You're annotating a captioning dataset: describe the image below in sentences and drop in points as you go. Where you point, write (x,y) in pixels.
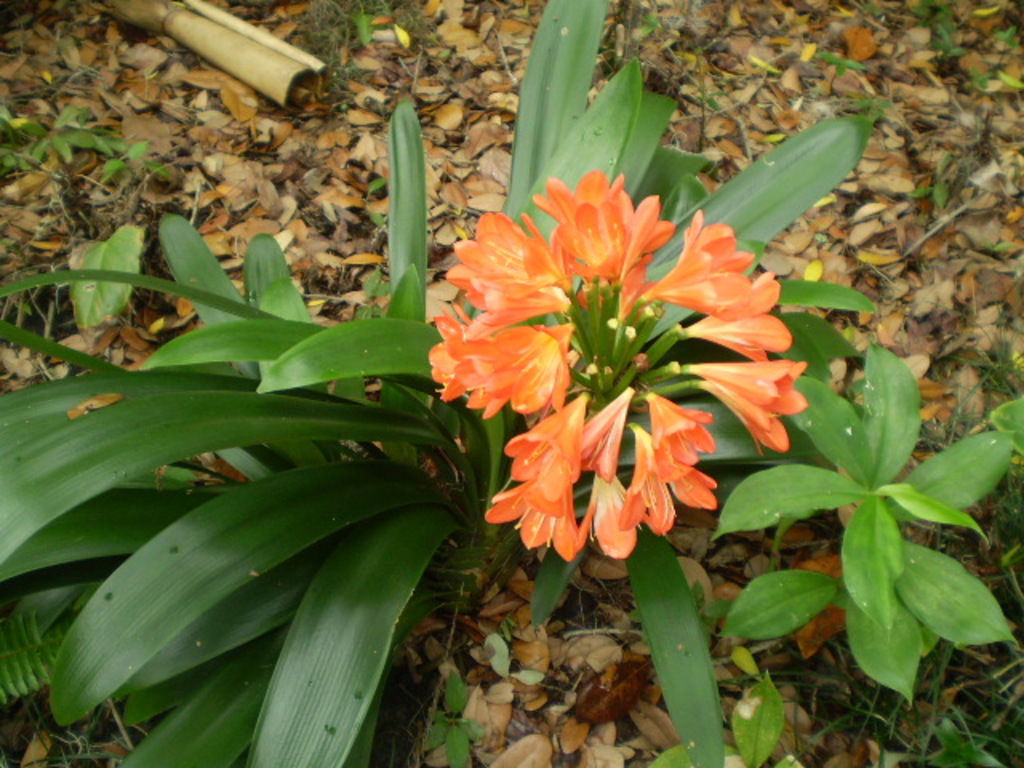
In this image there are plants (299,504) on the ground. In the center (665,422) there are flowers (619,286) to a plant (508,366). Around the plants (489,388) there are dried leaves (760,97) and small plants (139,143) on the ground (207,68).
